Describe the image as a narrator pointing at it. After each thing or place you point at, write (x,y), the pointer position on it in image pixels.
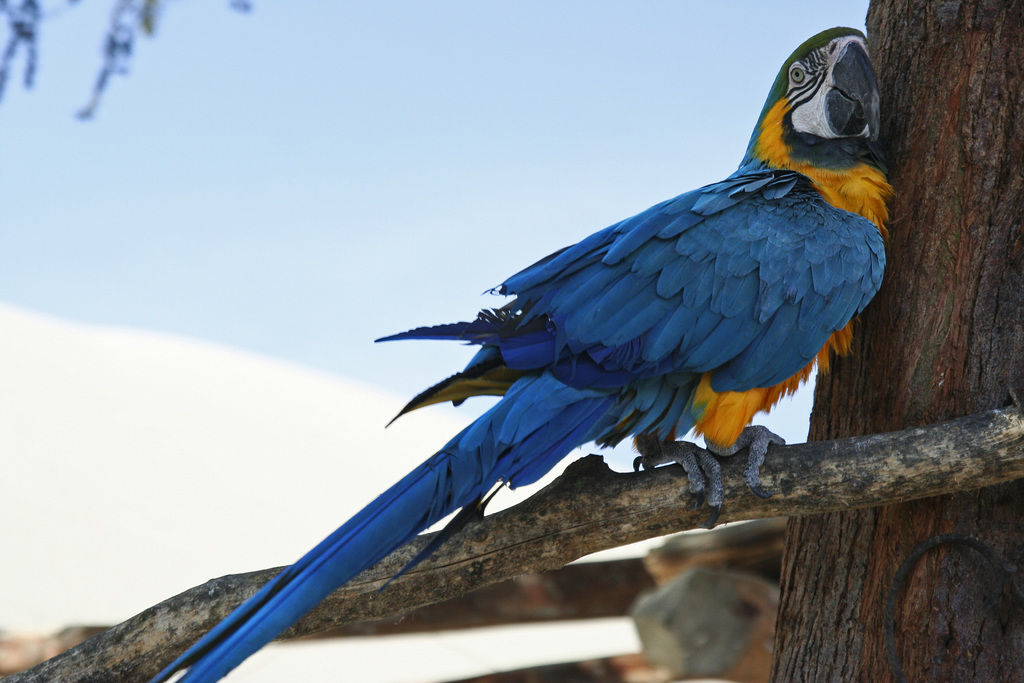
In the foreground (749,227) I can see a parrot (746,337) is sitting on the branch (633,508) of a tree (631,499) and a tree trunk (935,526). In the background (212,254) I can see the sky (255,282). This image is taken during a day.
